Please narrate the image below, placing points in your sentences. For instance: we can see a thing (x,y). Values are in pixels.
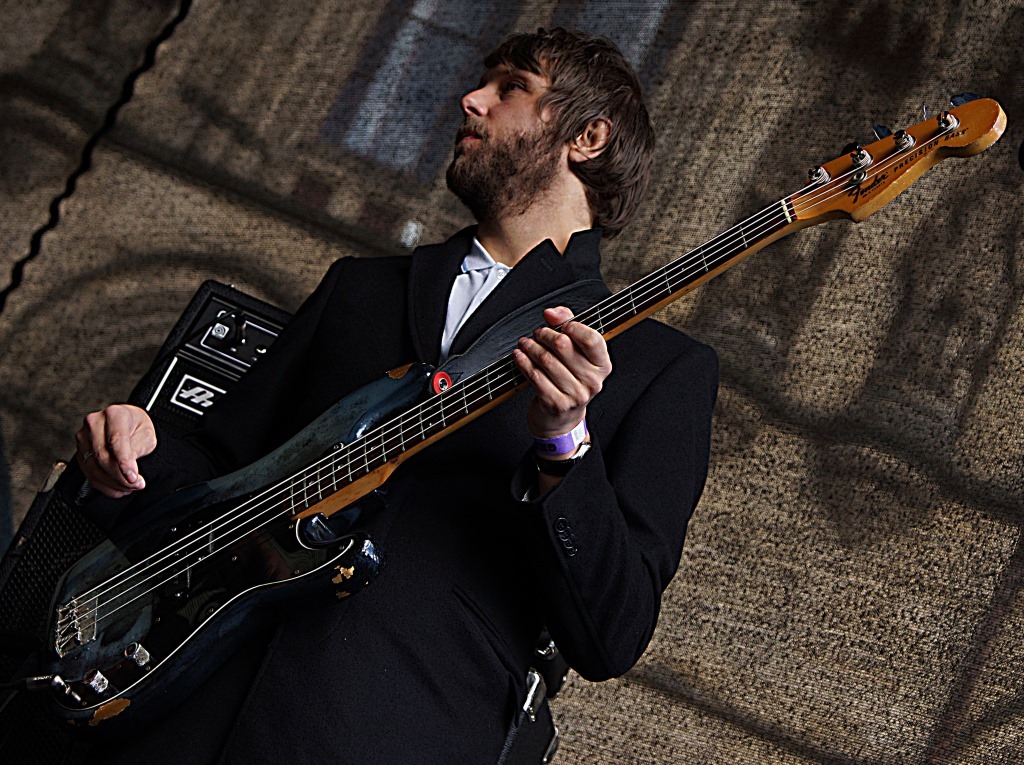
In this image we can see a man (459,327) standing and wearing a suit (654,327), and he is playing the guitar (178,519).
